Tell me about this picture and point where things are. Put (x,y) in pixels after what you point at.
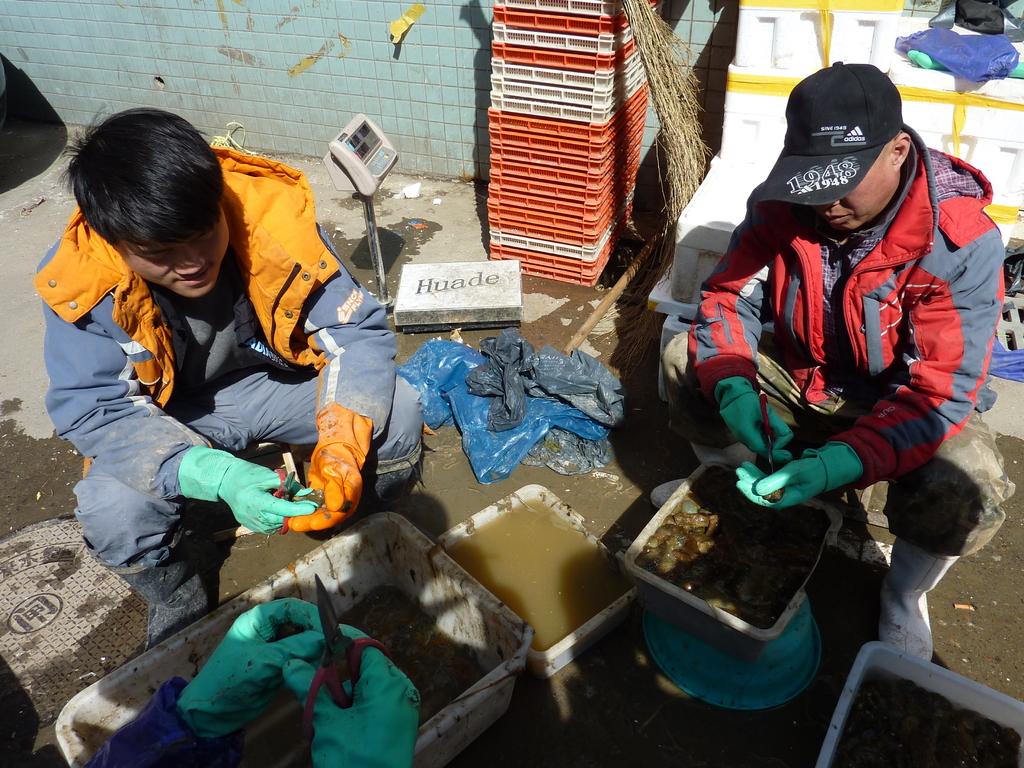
In this picture I can see three persons (414,472) holding scissors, there are two persons (950,335) sitting, there are some objects (650,555) in the plastic trays (433,562), there is a weighing machine (372,230), and in the background (750,124) there are some objects (498,226).
